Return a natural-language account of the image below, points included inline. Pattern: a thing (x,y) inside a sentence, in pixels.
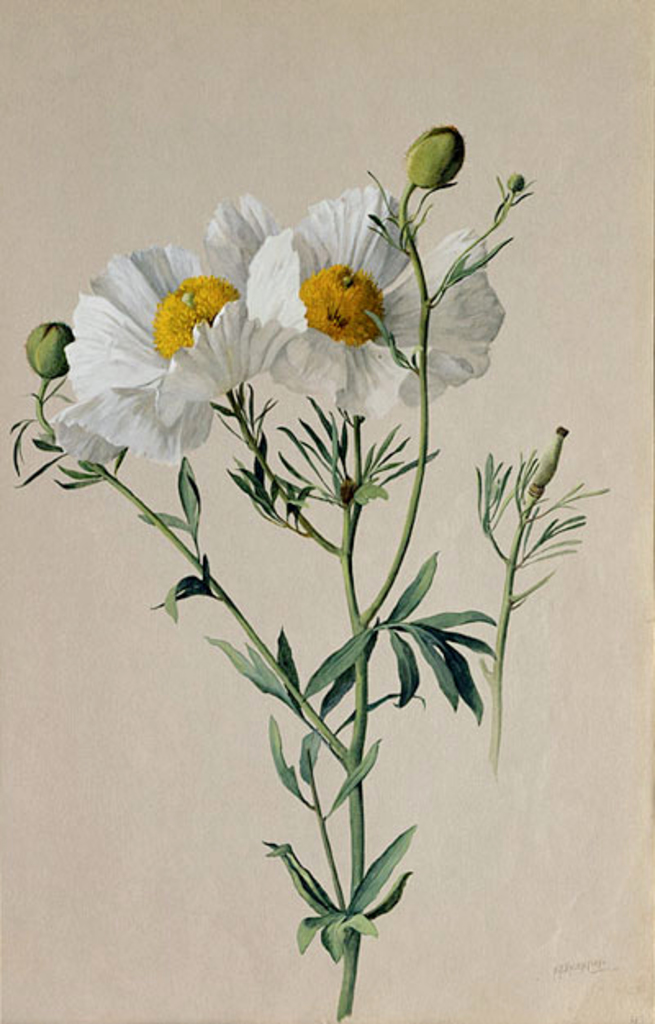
In this image I can see the painting (336,466) of a plant (369,490) on a white paper (591,463). There are two white color flowers (275,278) and buds (435,160) to the plant (345,680).
